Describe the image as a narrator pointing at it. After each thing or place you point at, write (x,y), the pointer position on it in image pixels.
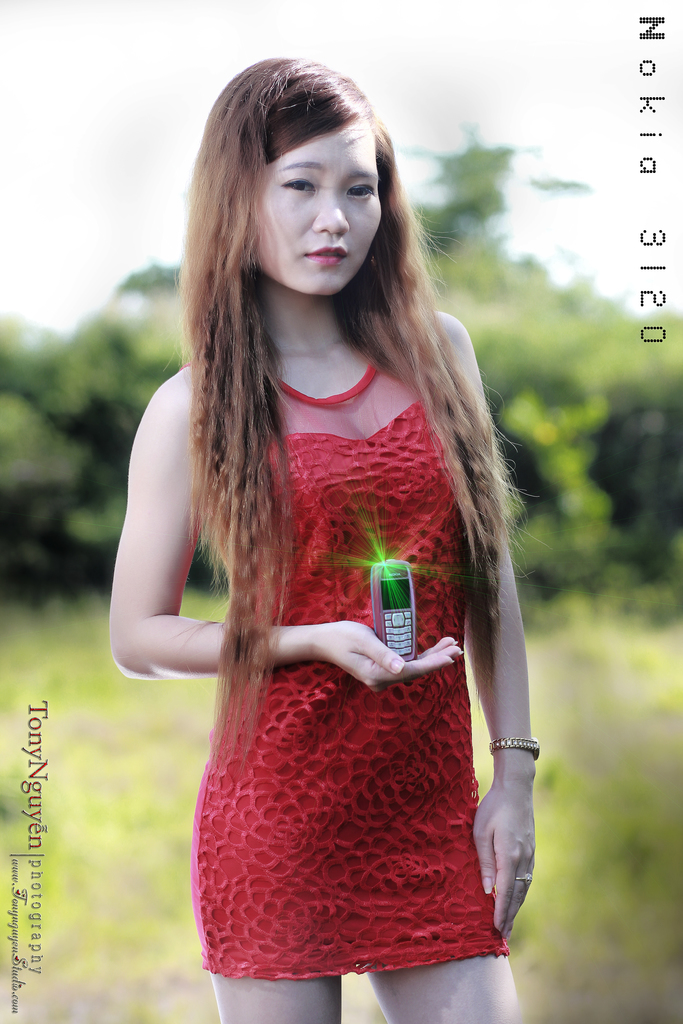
In this image we can see a woman (373,508) standing in the center (379,620) and she is holding a mobile phone (388,615) in her right hand (367,675). Here we can see a watch (512,744) on her left hand (511,761). In the background (570,357), we can see the trees (615,533).
